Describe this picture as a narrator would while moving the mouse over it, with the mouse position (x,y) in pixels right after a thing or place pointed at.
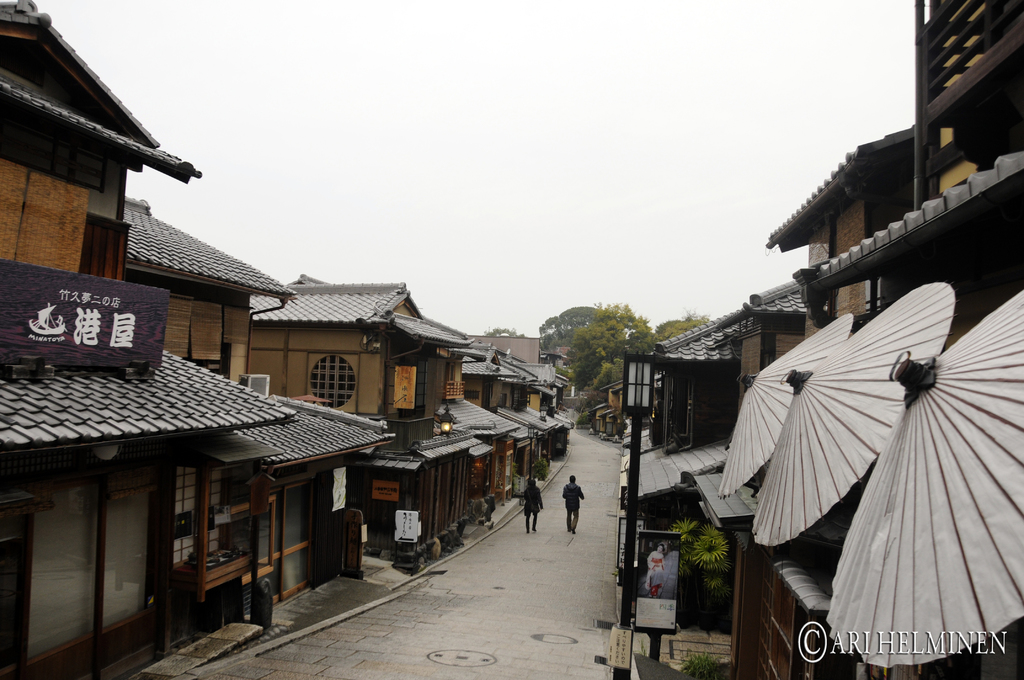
In this picture we can see two persons (577,502) are walking on the road (566,552), beside to them we can find few houses (421,472), poles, lights (641,399), hoardings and an umbrellas (879,451), in the background (595,340) we can find few trees (606,330).
